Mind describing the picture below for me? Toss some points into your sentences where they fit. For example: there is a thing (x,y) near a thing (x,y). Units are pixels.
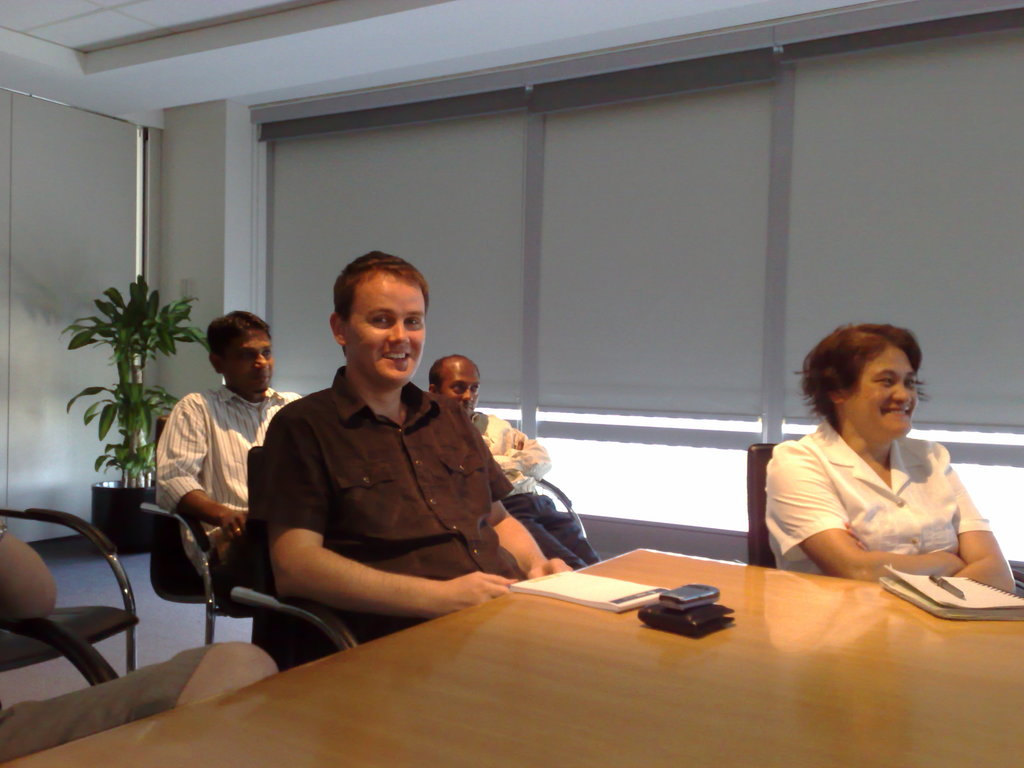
in the image we can see few persons (945,531) were sitting on the chair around table (772,674). On table (706,687) there is a wallet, phone (699,593), book (576,593) and papers (586,581). And the persons (846,525) were smiling which we can see on their faces (261,386). In the background (231,152) we can see wall (197,265), pillar (210,253) and plant (151,355).
